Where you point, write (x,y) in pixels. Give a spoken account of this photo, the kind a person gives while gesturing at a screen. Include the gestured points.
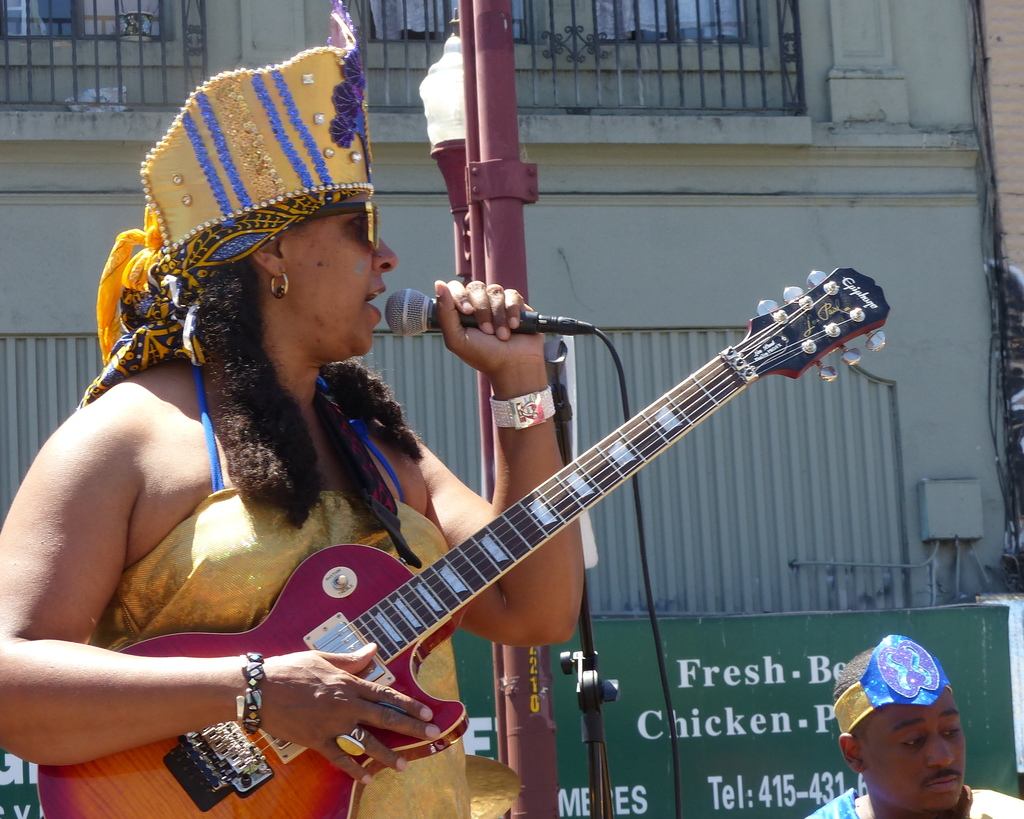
In this image we can see a woman (334,287) is speaking with the help of microphone (409,296) and she is holding a guitar (253,632) in her hand (280,672) besides to her we can see a man (955,776), in the background (517,260) we can see a pole (480,217), hoarding (694,745) and a building (662,181).
